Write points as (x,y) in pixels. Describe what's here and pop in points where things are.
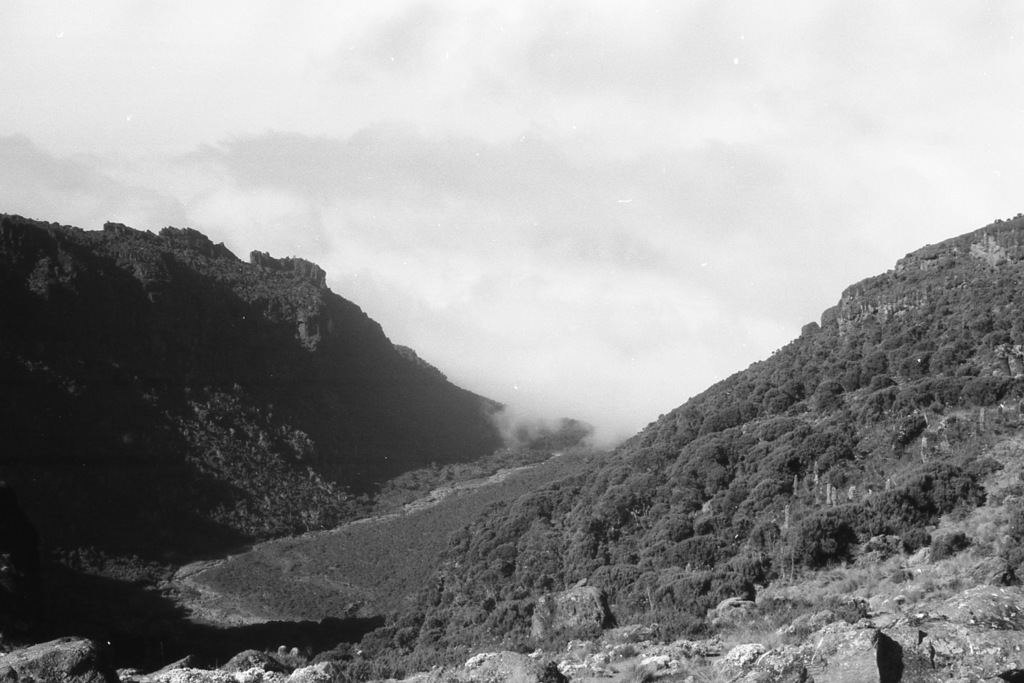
In this image, we can see mountains (22,412), trees (745,513), and rocks (842,622). Here we can see smoke (589,406). Background (680,284) there is a sky (467,166).
